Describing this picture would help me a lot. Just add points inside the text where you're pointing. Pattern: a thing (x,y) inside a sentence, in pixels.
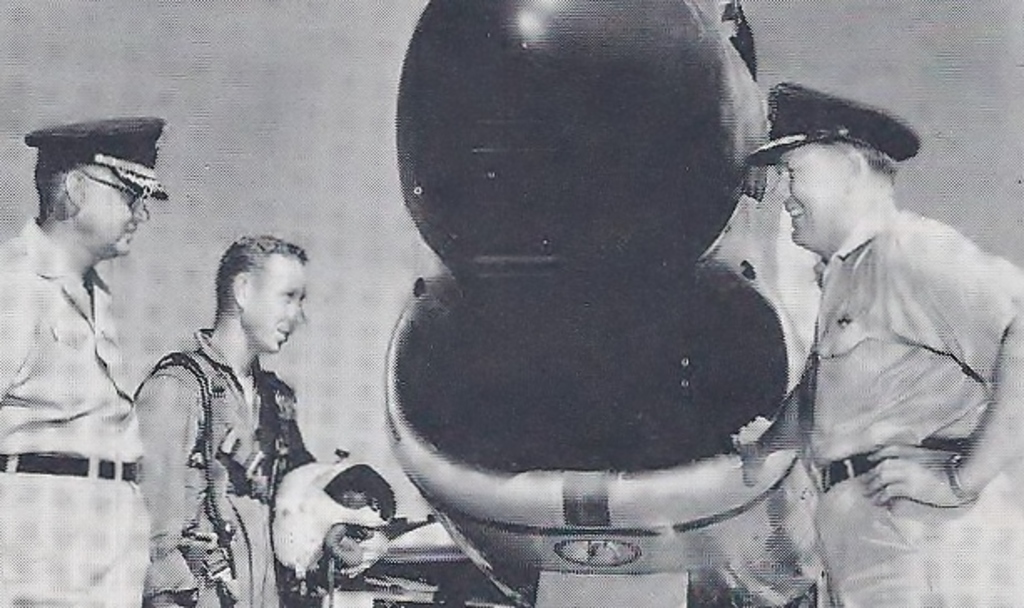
This is a black and white image. In this image, on the right side (943,322), we can see a man (928,370) standing and resting his hand (748,438) on an aircraft (647,500). On the left side (254,509), we can also see two people (260,490) standing. In the background (376,191), we can see white color. In the middle of the image (553,214), we can see the front of an aircraft (640,568).
